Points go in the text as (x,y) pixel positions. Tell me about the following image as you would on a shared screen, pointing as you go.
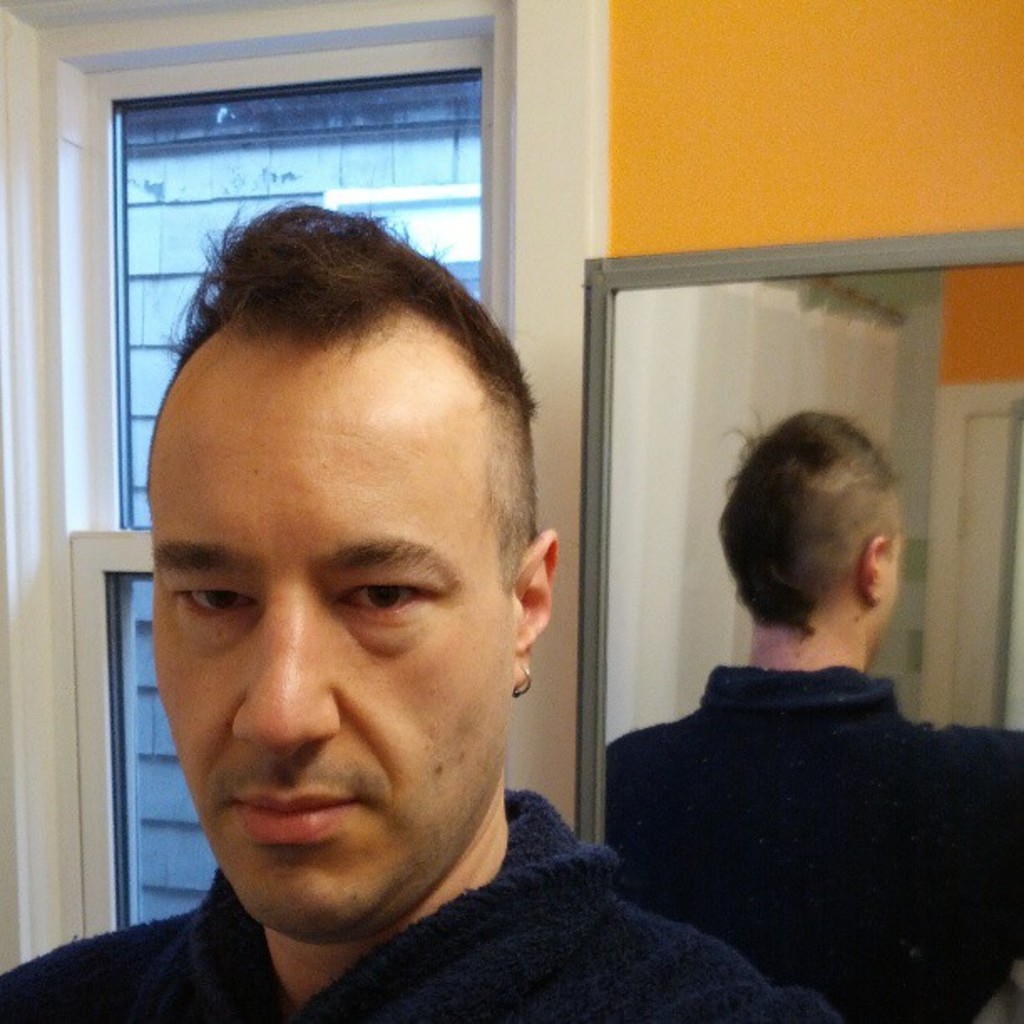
In this image, we can see a man (443,854) standing, we can see the wall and there is a mirror (816,676) on the wall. We can see the windows (201,226).
